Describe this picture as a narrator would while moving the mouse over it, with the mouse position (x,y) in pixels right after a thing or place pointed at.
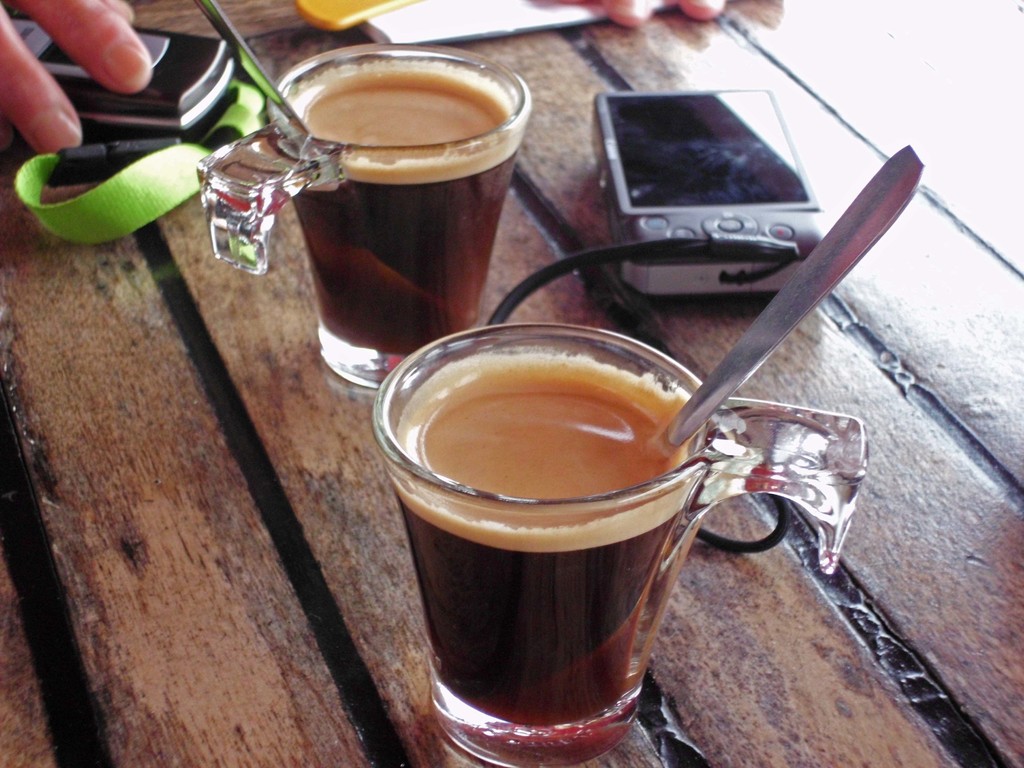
In this image we can see the coffee glasses (265,176) with spoons (245,60). We can also see a mobile phone (191,106), camera (706,116) on the table (312,676). We can also see some persons hands (712,4).
